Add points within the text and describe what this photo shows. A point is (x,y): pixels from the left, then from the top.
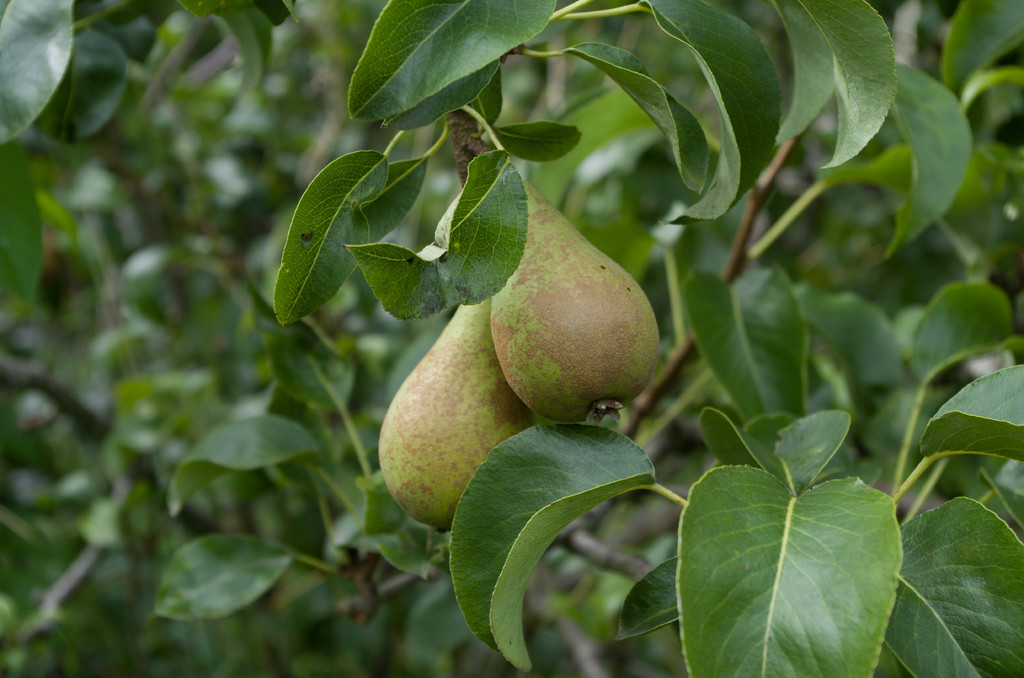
Here I can see a tree (470,532). There are two green color fruits (529,323) to a stem (465,156) and I can see the green color leaves (468,602).
